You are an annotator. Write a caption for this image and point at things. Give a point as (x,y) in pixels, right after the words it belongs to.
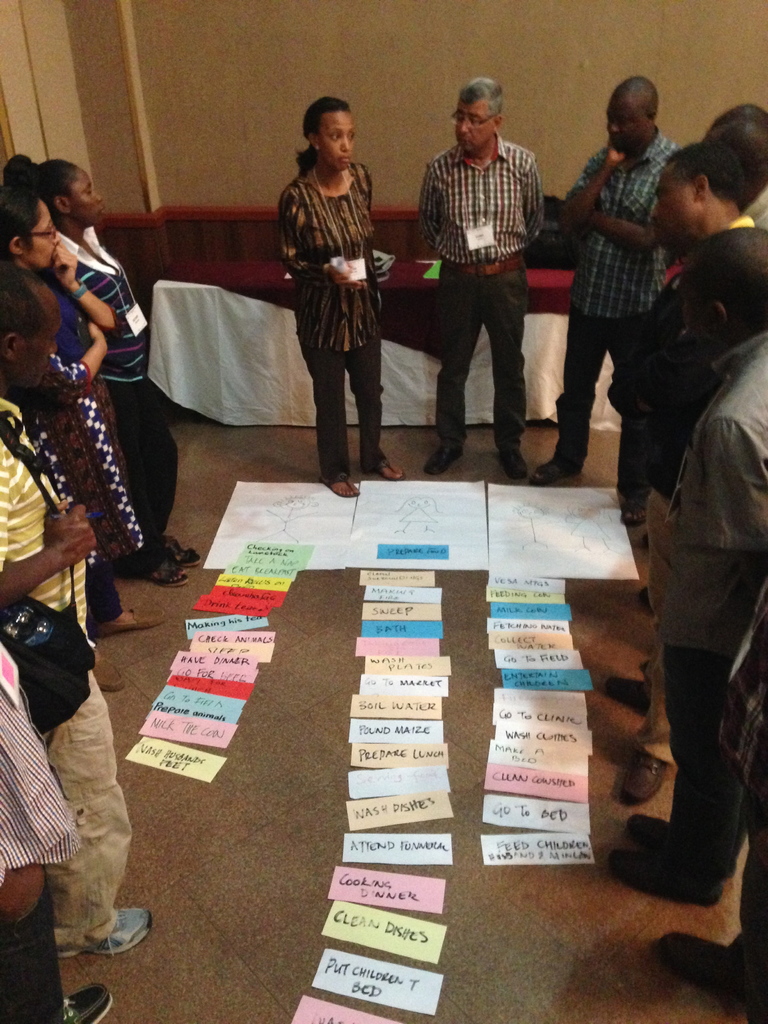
This picture shows few people (719,950) standing and we see few of them wear id cards (475,234) and a man (15,524) standing and he wore a backpack (73,624) and holding with his hand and we see papers (582,560) on the floor (631,633) and we see a table (424,306) on the back (560,366).
